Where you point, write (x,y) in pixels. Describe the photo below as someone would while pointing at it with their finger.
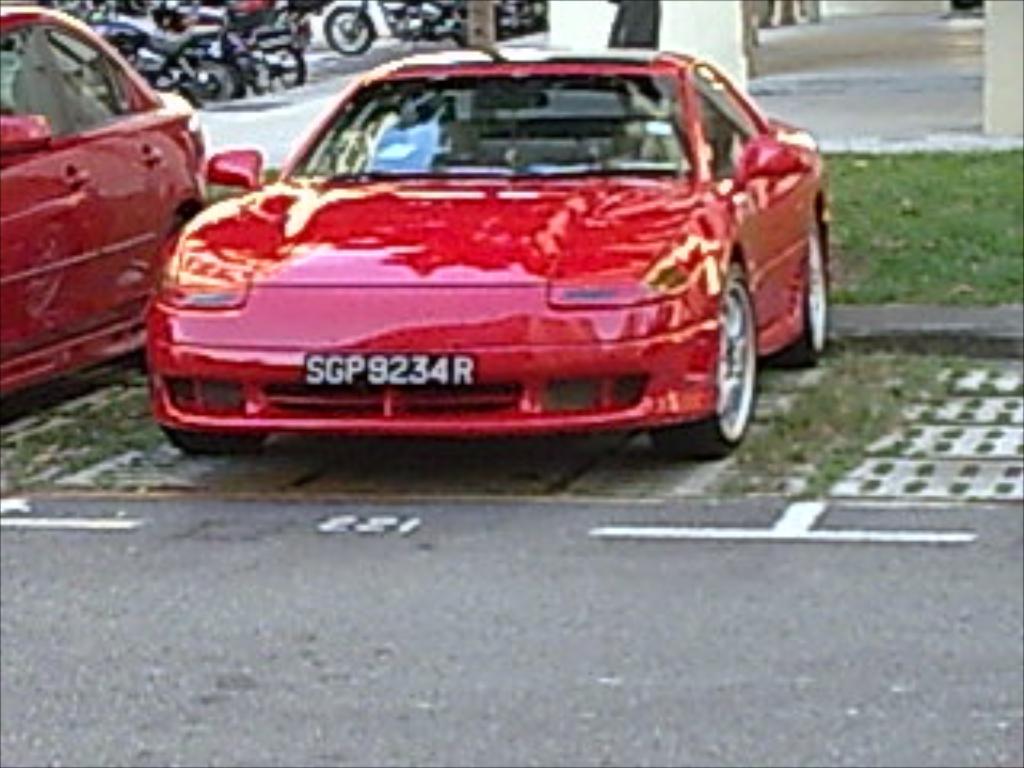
In the center of the image (410,349) cars (483,52) are there. At the top of the image (421,15) we can see some motorcycles (519,9), pillars (745,47), floor (873,57). In the middle of the image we can see some grass (1009,282). At the bottom of the image (571,668) there is a road (546,656).
